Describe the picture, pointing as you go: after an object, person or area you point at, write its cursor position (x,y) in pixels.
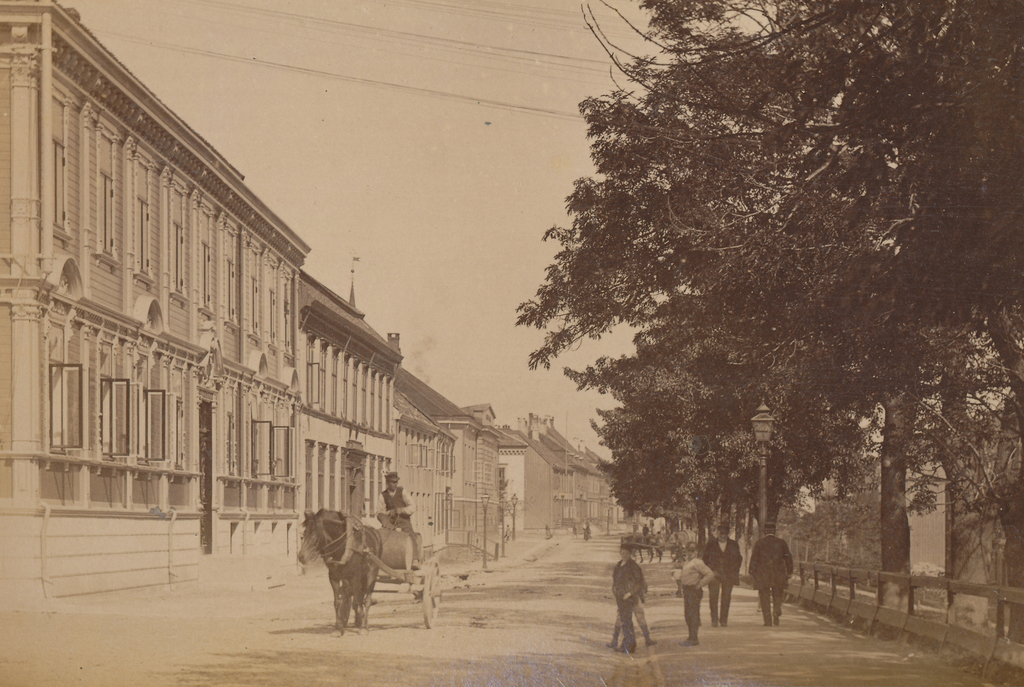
It is an old image there are many buildings (334,437) in a line and beside that there is a horse cart (403,542) moving on the road (573,570) and beside the road (664,560) there are some people (695,558) walking on the path (764,631) and beside the path (806,621) there are many trees (900,419).
